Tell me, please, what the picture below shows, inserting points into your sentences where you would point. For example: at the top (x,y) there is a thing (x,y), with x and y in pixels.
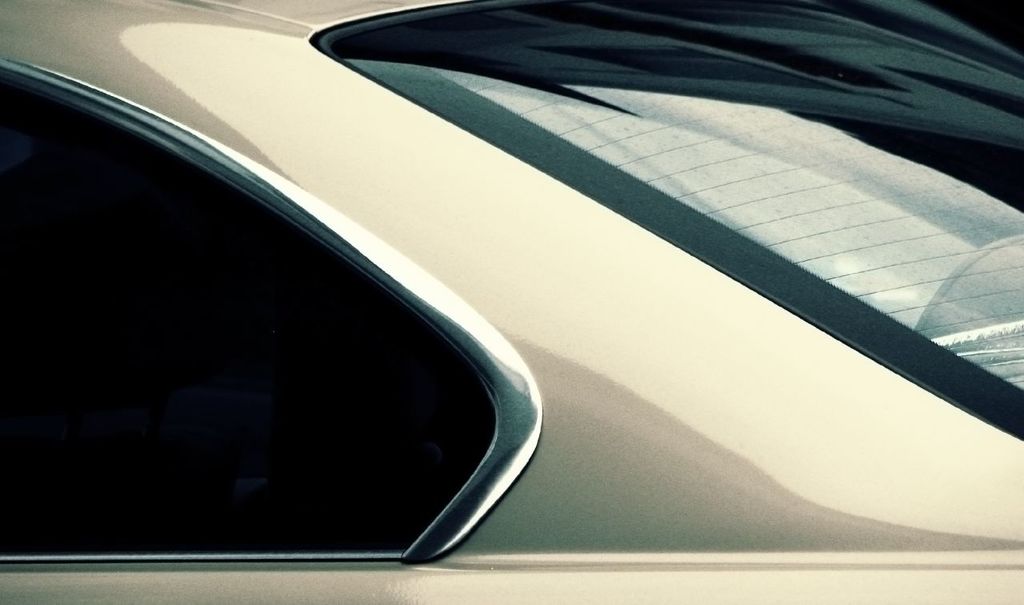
In this picture we can see a vehicle (640,516), we can see a glass (868,286) of the vehicle (948,249) on the right side (922,259).
